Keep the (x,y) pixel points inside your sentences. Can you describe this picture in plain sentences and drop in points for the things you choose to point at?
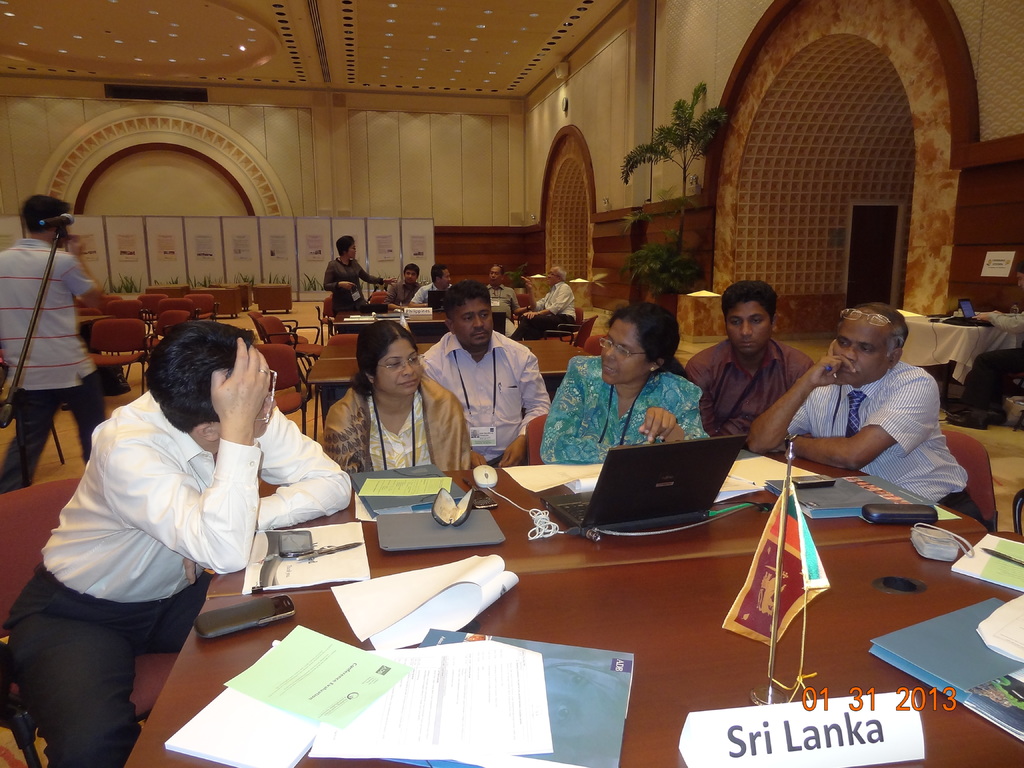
In this image, there are a few people (781,382), tables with some objects (610,480) like devices (621,495), posters (410,255). We can also see some chairs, plants (680,276), a tree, a flag (751,596). We can see the wall (586,123). We can see some arches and the roof (549,63) with some lights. We can see the ground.
